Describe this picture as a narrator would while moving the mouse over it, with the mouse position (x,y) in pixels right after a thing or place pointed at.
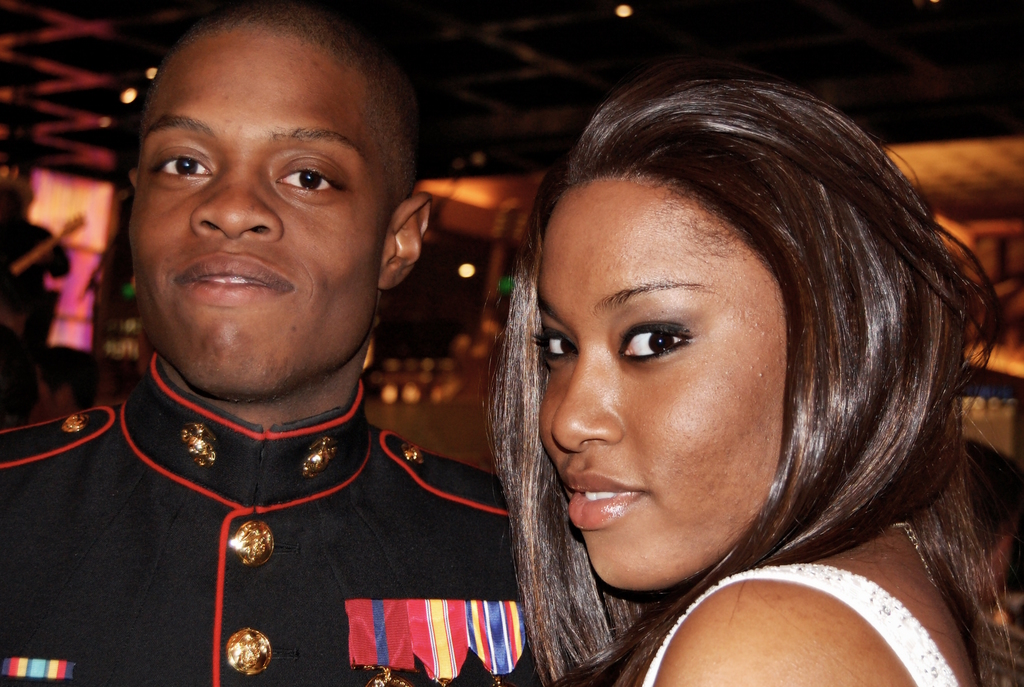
In the center of the image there are two persons (531,651) standing.
